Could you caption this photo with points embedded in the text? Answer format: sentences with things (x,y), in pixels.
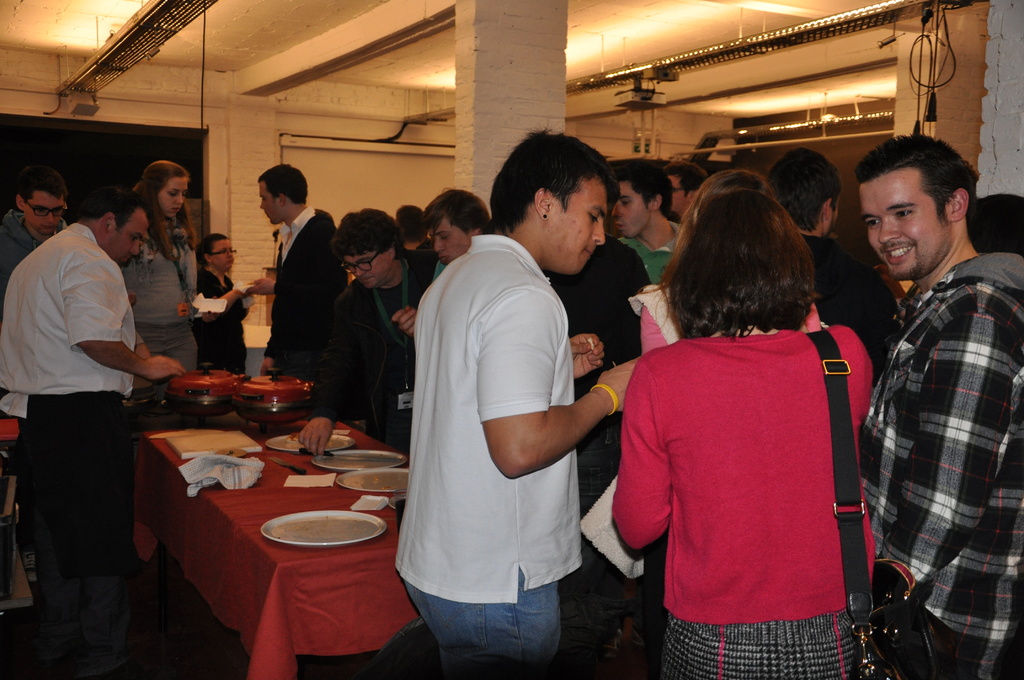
In this image there are group of people (564,443) standing in a room (361,179). In a room (626,511) there is a table (239,556) is covered with cloth (279,624) and on the table (307,496) there is a plate (307,520) and a dish (268,394). On the right side (814,463) the woman (804,477) is wearing a bag (867,617). On the background (368,172) we can see a pillar (492,103) and a wall (381,171).
